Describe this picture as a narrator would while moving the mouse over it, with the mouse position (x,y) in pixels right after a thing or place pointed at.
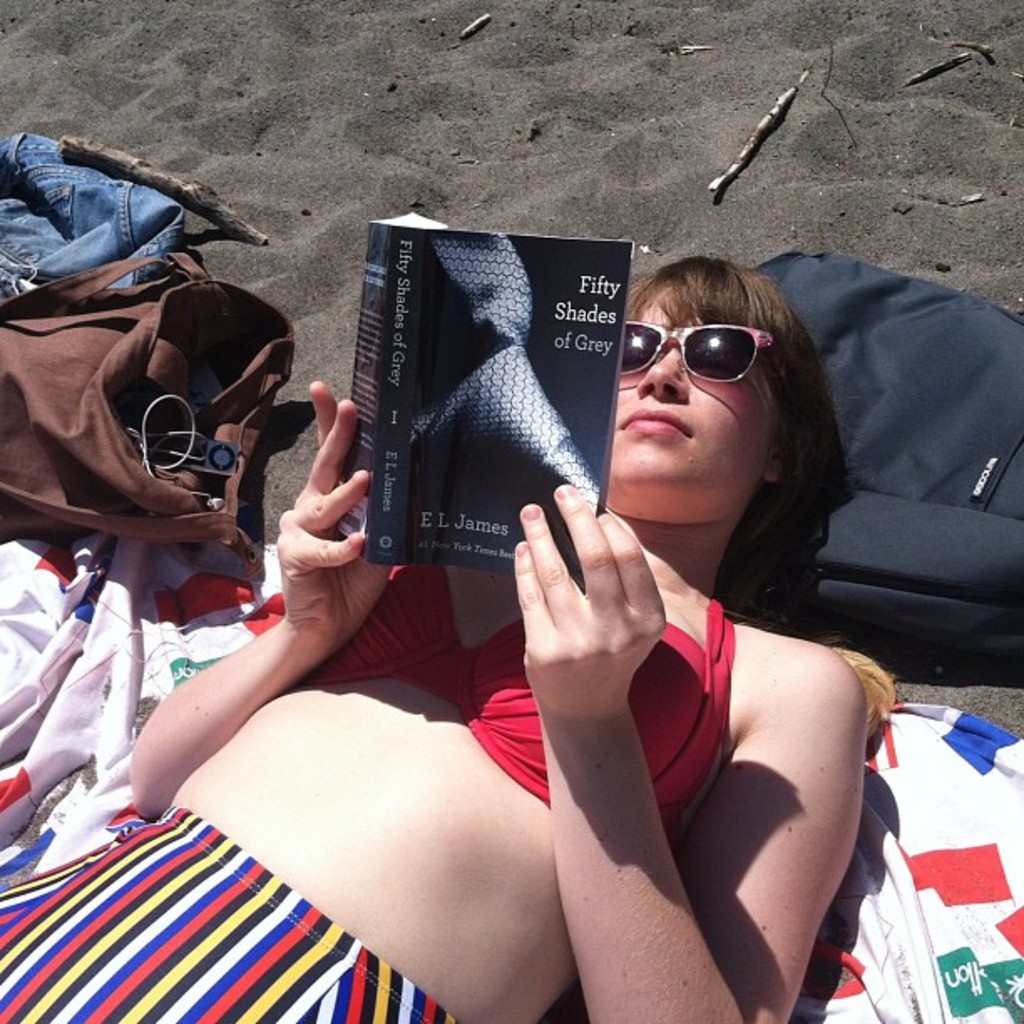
In this picture there is a woman (271,981) lying and holding the book (575,472) and there is text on the book (458,460). On the left (64,689) and right there are bags (121,294) and there are clothes (66,275) on the sand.
